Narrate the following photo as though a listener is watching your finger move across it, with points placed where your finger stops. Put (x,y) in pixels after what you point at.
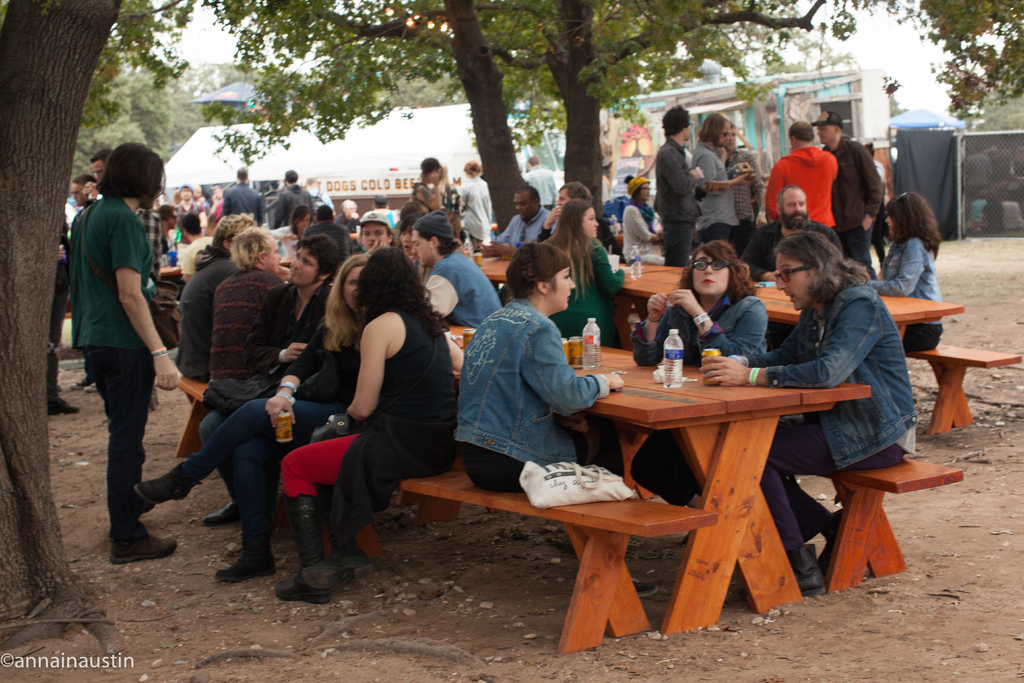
Few people (221,326) are sitting together on the benches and drinking drinks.
